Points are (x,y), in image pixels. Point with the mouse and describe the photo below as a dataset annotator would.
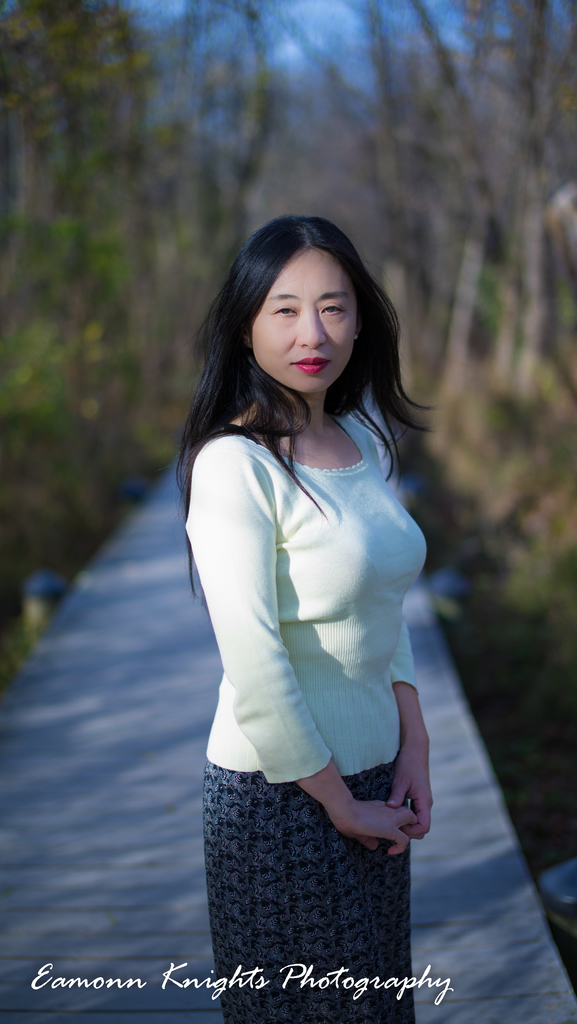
In the center of the image (346,652) we can see a lady (350,648) standing. In the background (180,180) there are trees (455,161). At the bottom (44,952) there is a bridge (107,775).
